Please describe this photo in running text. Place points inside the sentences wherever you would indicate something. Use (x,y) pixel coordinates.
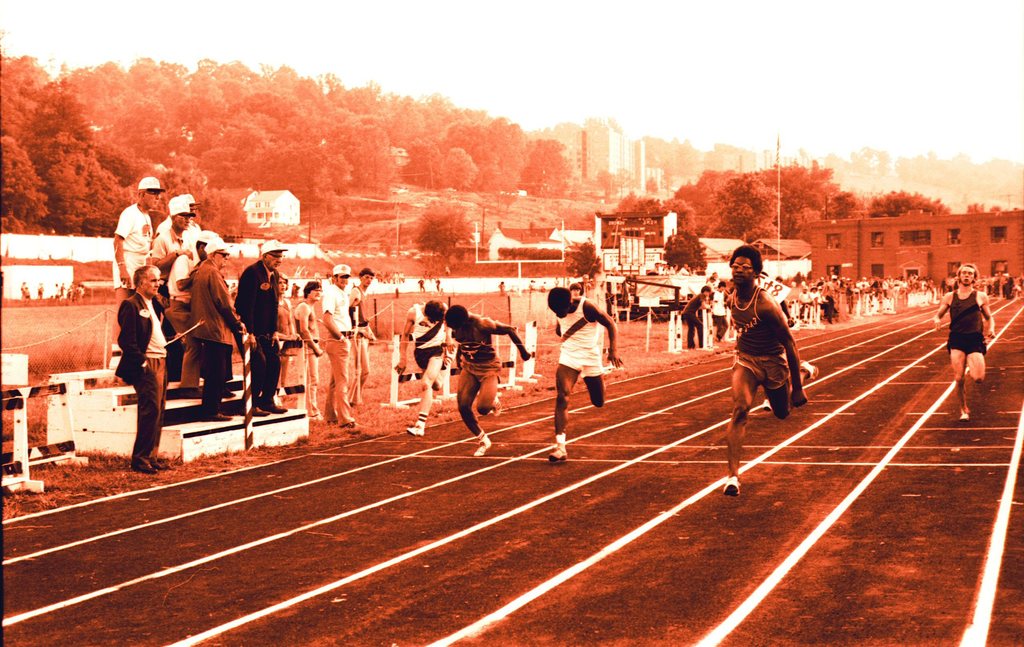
In the center of the image (471,345) we can see some persons (616,358) are running. On the left side of the image (207,299) a group of people (207,298) are standing. In the background of the image (720,228) we can see a pole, buildings (762,253), trees (356,167) are present. At the bottom of the image (583,591) ground (599,531) is there. At the top of the image (731,49) sky (739,84) is present.
